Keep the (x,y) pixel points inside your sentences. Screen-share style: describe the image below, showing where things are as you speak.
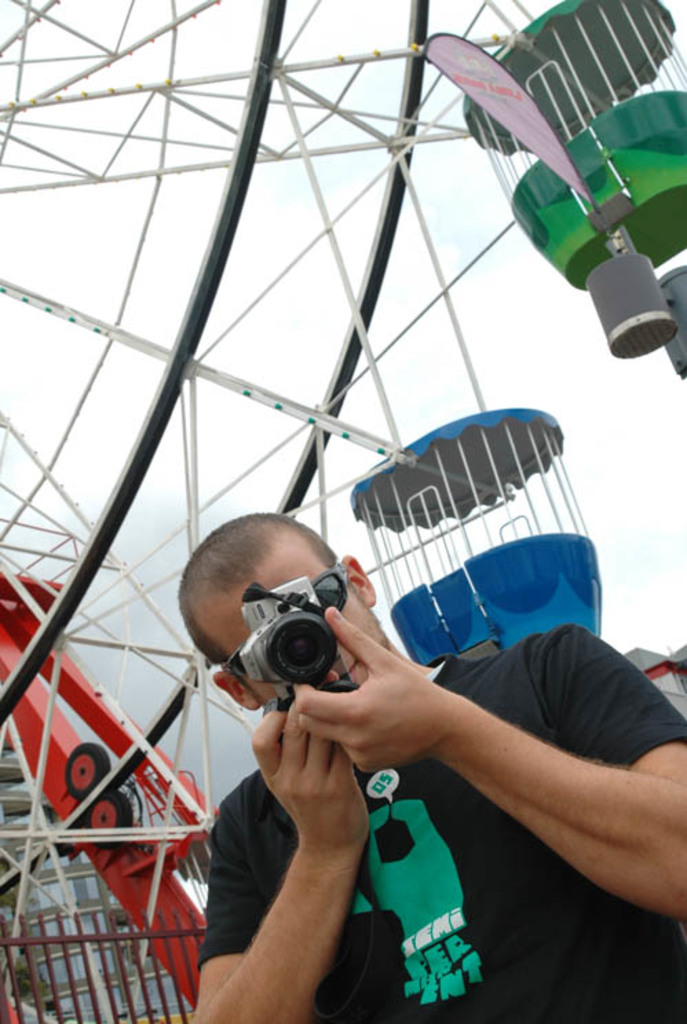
This is a giant wheel (361,497). This person (291,893) is standing and holds a camera (288,660). This is fence (151,962). Sky (616,467) is in white color.
